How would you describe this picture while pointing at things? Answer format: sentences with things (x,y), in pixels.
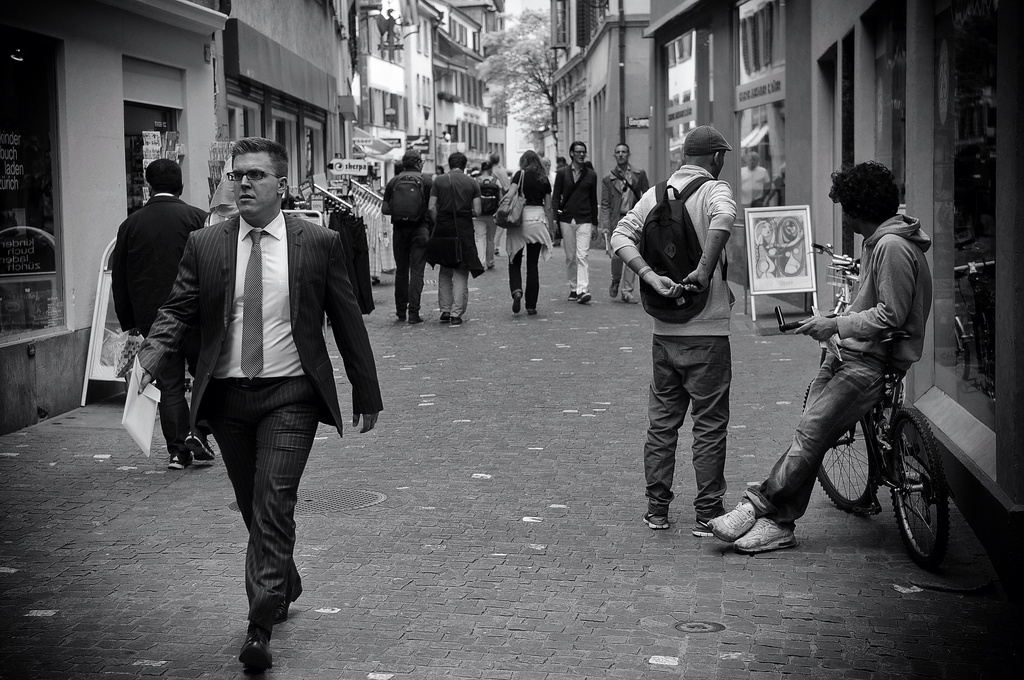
In this image there are group of persons (230,340) walking, the persons (435,237) are wearing a bag (119,343), they are holding an object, there are bicycles (873,415), there is a board (772,262), there is a painting (773,251) on the board (768,267), there are buildings (739,231), there are windows (310,165), there is a tree (553,132), there is the sky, there is text (19,257) on the boards (360,172).
